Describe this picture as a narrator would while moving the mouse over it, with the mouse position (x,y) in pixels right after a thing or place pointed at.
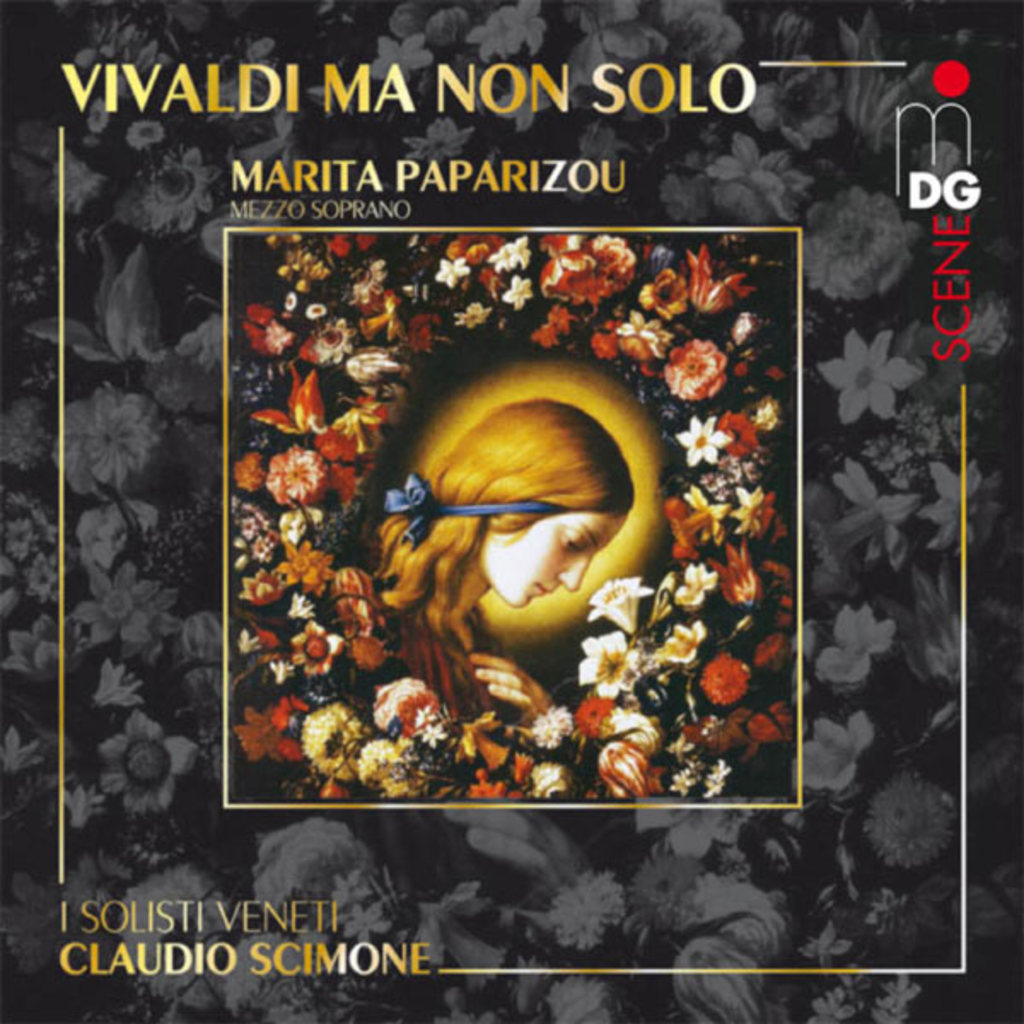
This picture seems to be an edited image. In the center (458,511) we can see a picture of a person (500,514) and the picture containing many number of flowers (722,284) of different colors. In the background (764,158) we can see the flowers (554,917) and the hand (490,825) of a person (535,831) and we can see the text (954,118) on the image.
